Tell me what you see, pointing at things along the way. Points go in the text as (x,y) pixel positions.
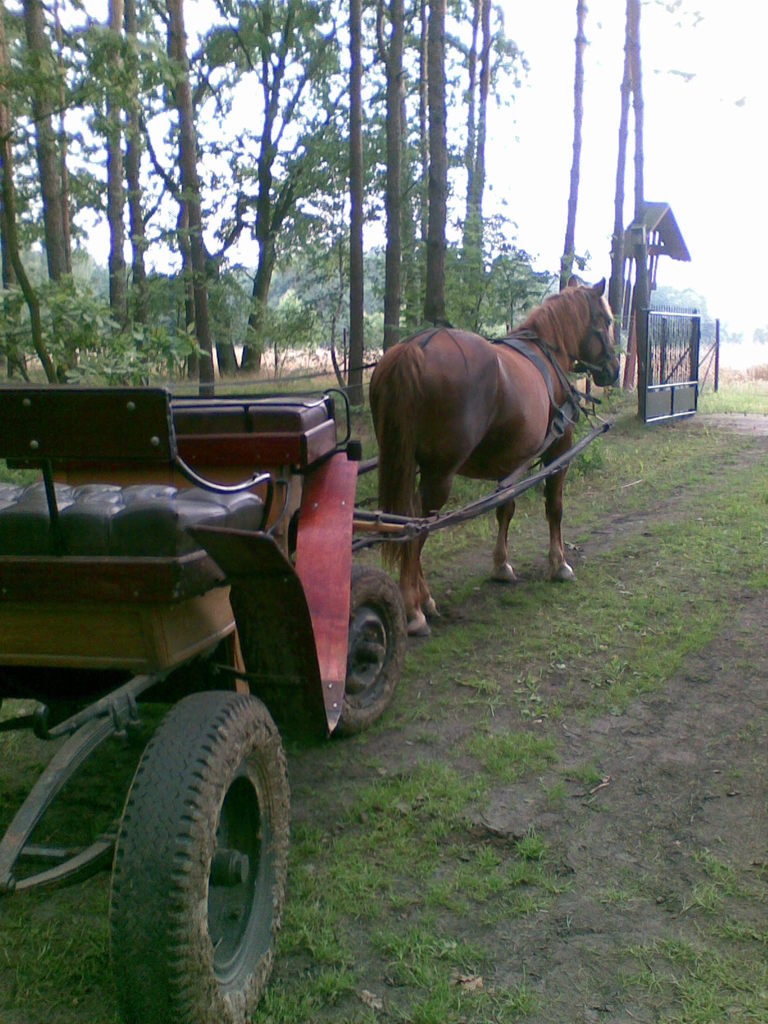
In this picture we can see a horse drawn cart (238,603) parked on the grass (661,505), around we can see a gate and some trees (145,287).
